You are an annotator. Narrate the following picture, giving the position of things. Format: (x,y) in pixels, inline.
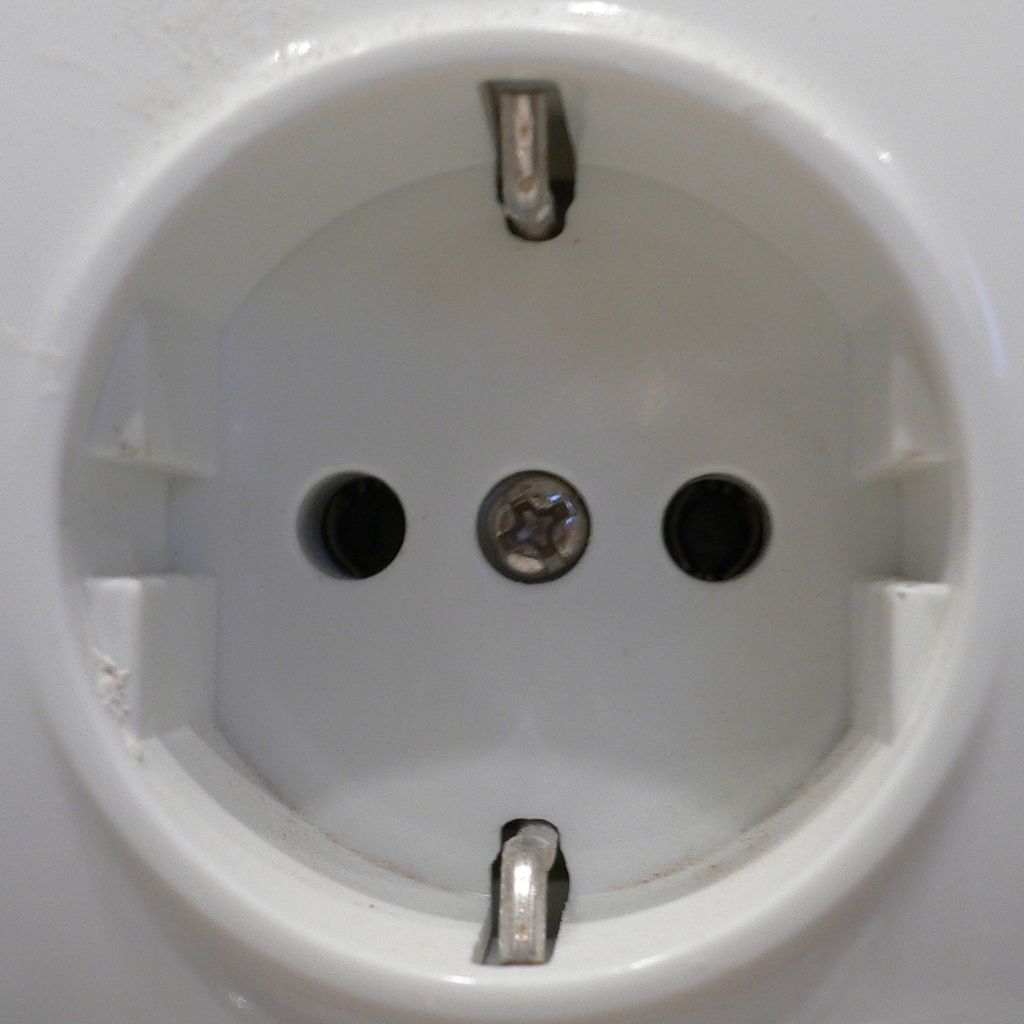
In this image there is a socket (475,462).
